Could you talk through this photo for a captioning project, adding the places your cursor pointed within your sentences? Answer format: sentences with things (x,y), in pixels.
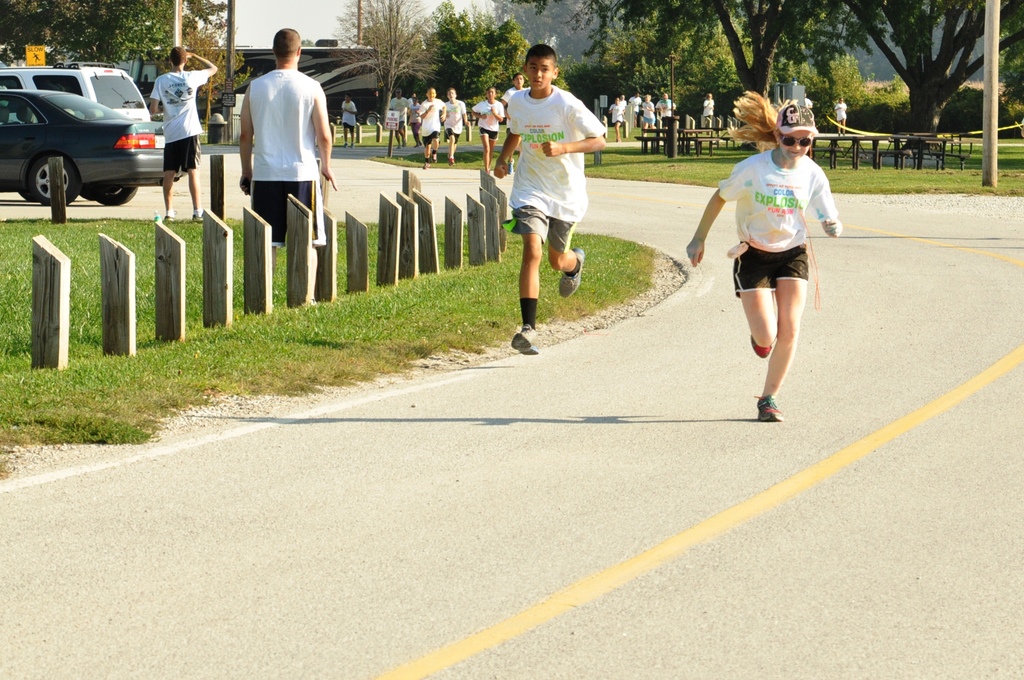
In this image I can see people (301,132) among them some are standing and some are running on the road (404,391). These people (548,151) are wearing white color T-shirts (487,107). Here I can see wooden objects (363,282), the grass (76,317), poles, vehicles (112,114) on the road (368,147), buildings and trees (387,6). Here I can see the sky (331,17).
